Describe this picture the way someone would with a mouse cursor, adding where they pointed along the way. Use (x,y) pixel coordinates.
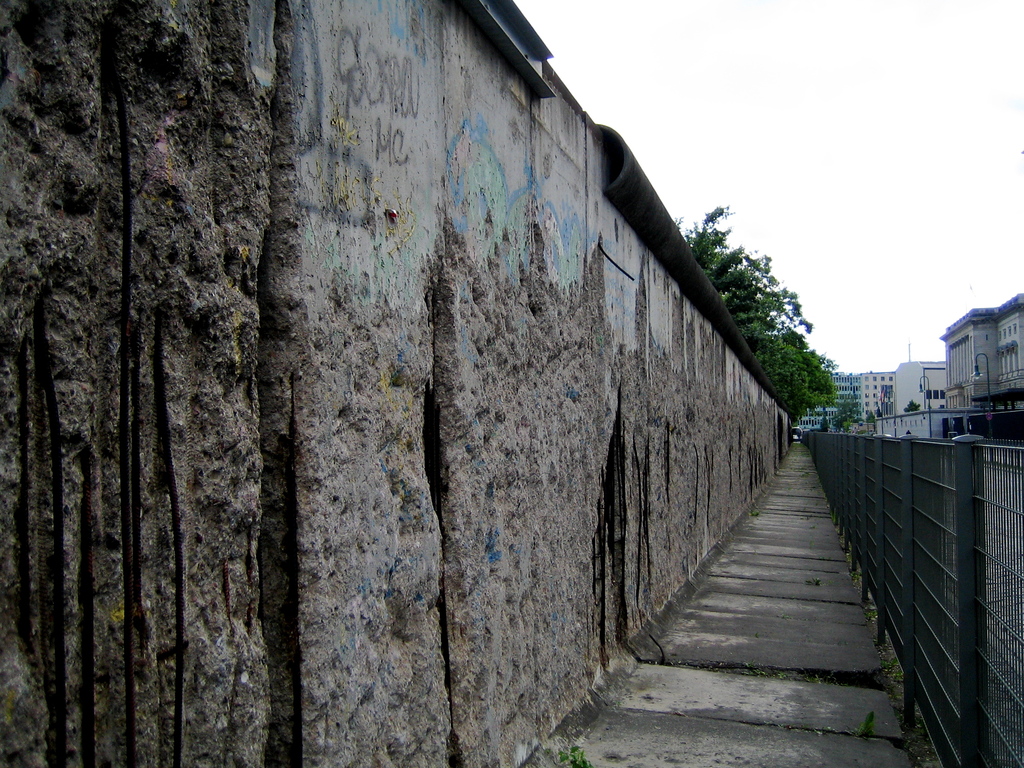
In this image on the left side (214,532) there is a wall (534,556), and on the right side (862,533) there is a railing (862,483). At the bottom (796,518) there is a walkway (804,491), and in the background (874,391) there are some buildings (896,388), trees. At the top of the image (850,157) there is sky (735,196).
